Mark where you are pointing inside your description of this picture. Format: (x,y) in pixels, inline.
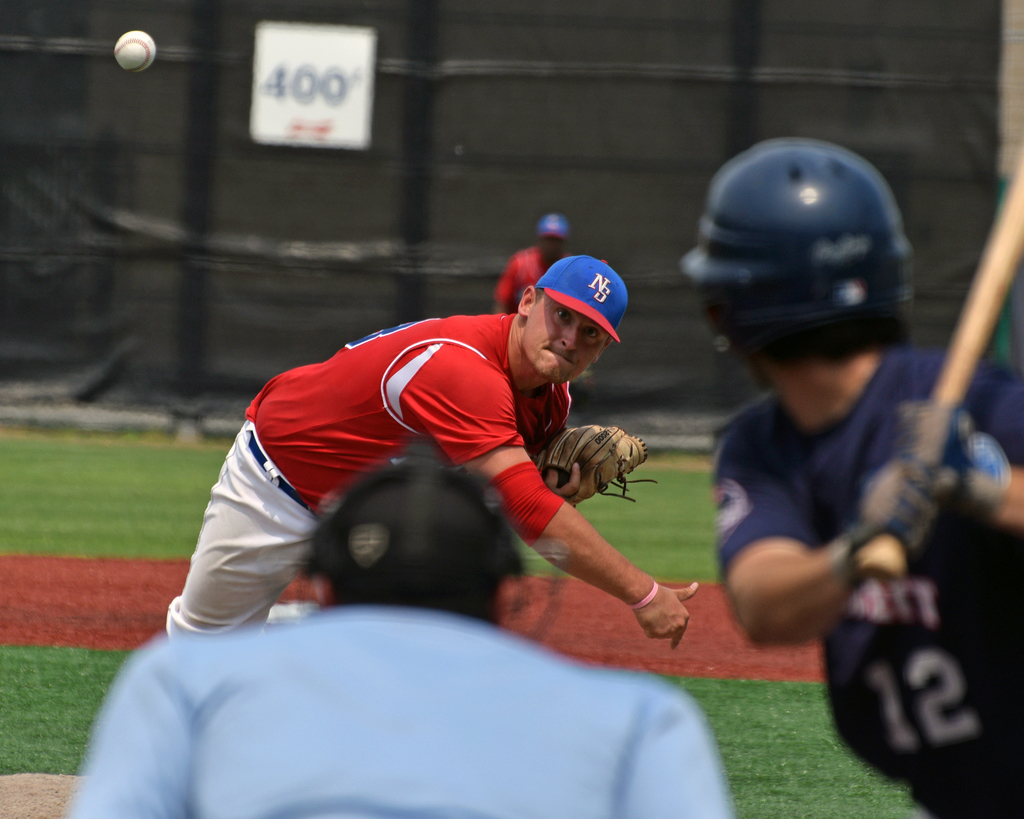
Here we can see three persons (522,530) on the ground (10,524). One person (825,459) is holding a bat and another person (369,424) is throwing a ball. There is a blur background (353,135) and we can see a person (515,296) and a board (361,124).
